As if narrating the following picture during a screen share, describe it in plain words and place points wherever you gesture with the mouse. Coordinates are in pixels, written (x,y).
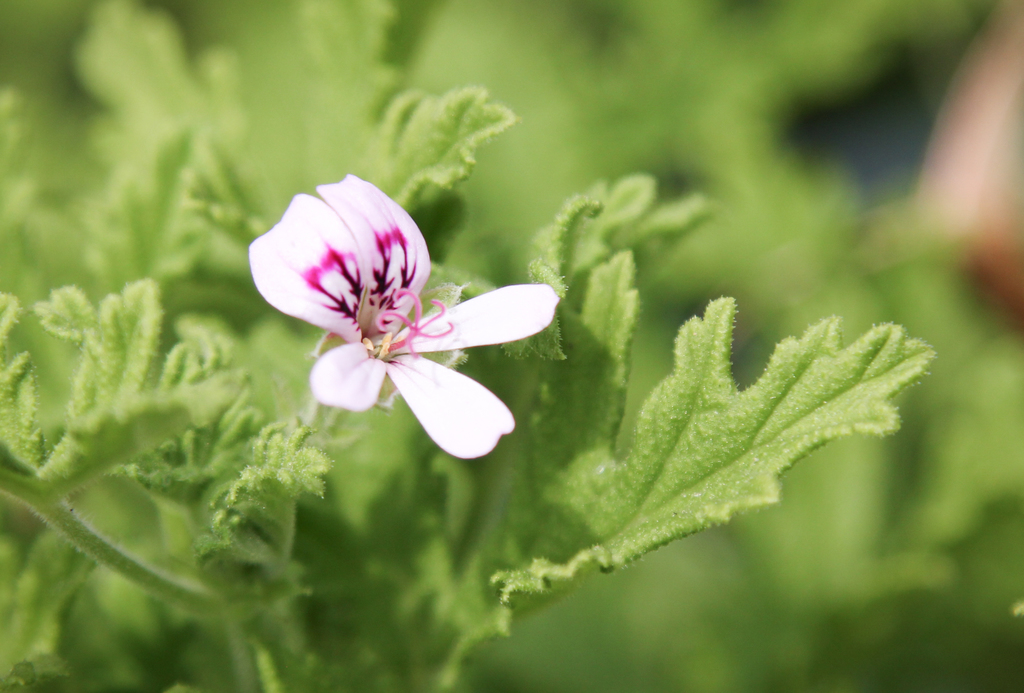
In this picture we can see a flower (373,360), leaves (150,306) and in the background (714,240) it is blurry.
